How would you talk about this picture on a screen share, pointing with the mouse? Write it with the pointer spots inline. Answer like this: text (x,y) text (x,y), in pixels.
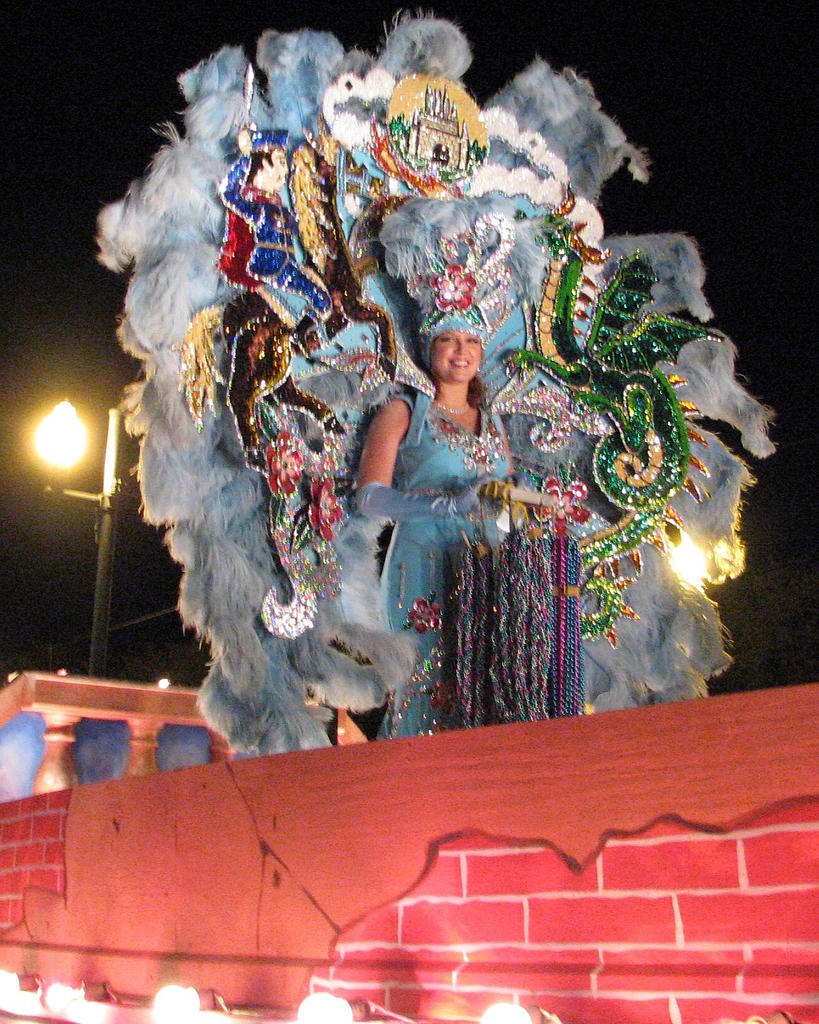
In the center of this picture (462,382) we can see a woman (443,402) wearing blue color costume (416,496) with the feathers (168,393) and some decorative items (629,433) and we can see the woman (470,484) holding some objects (539,500) and smiling. At the bottom (396,1019) we can see the lights (11,1003) and some other objects (801,933). In the background (69,436) we can see a light (62,420) attached to the pole (107,520) and some other objects (111,682).
